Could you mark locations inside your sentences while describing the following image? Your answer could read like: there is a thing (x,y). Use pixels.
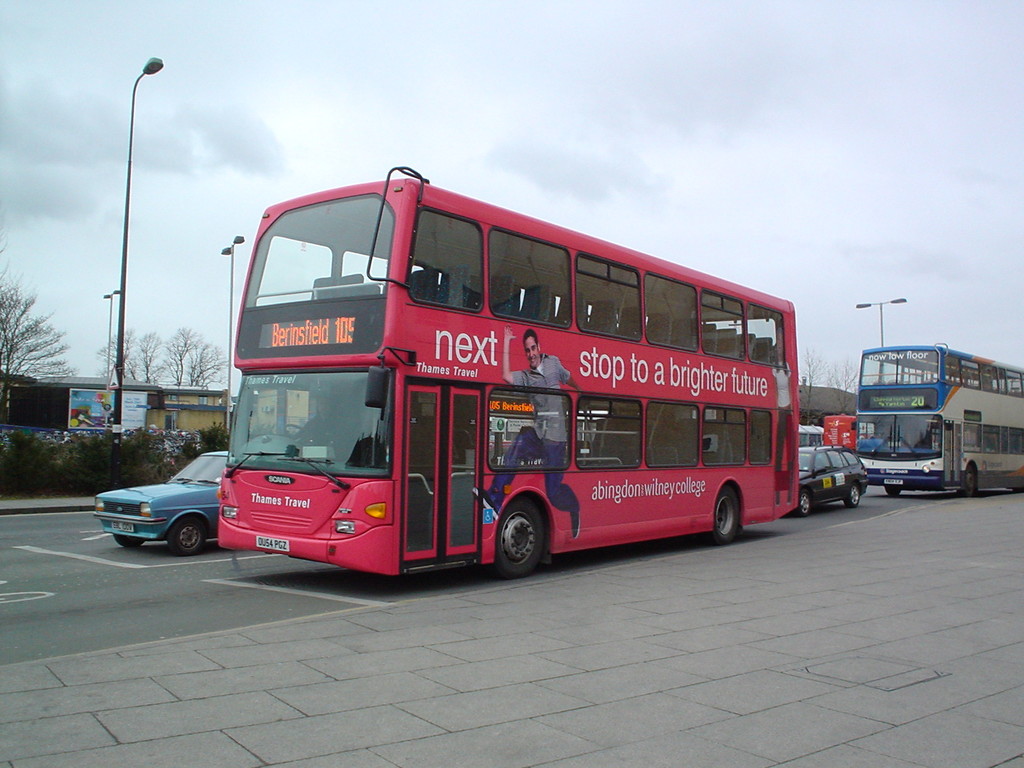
In the image we can see there are vehicles (602,431) parked on the road (19,544) and there are trees (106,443) and there are buildings (42,400). There is cloudy sky (441,142) on the top (441,142).
